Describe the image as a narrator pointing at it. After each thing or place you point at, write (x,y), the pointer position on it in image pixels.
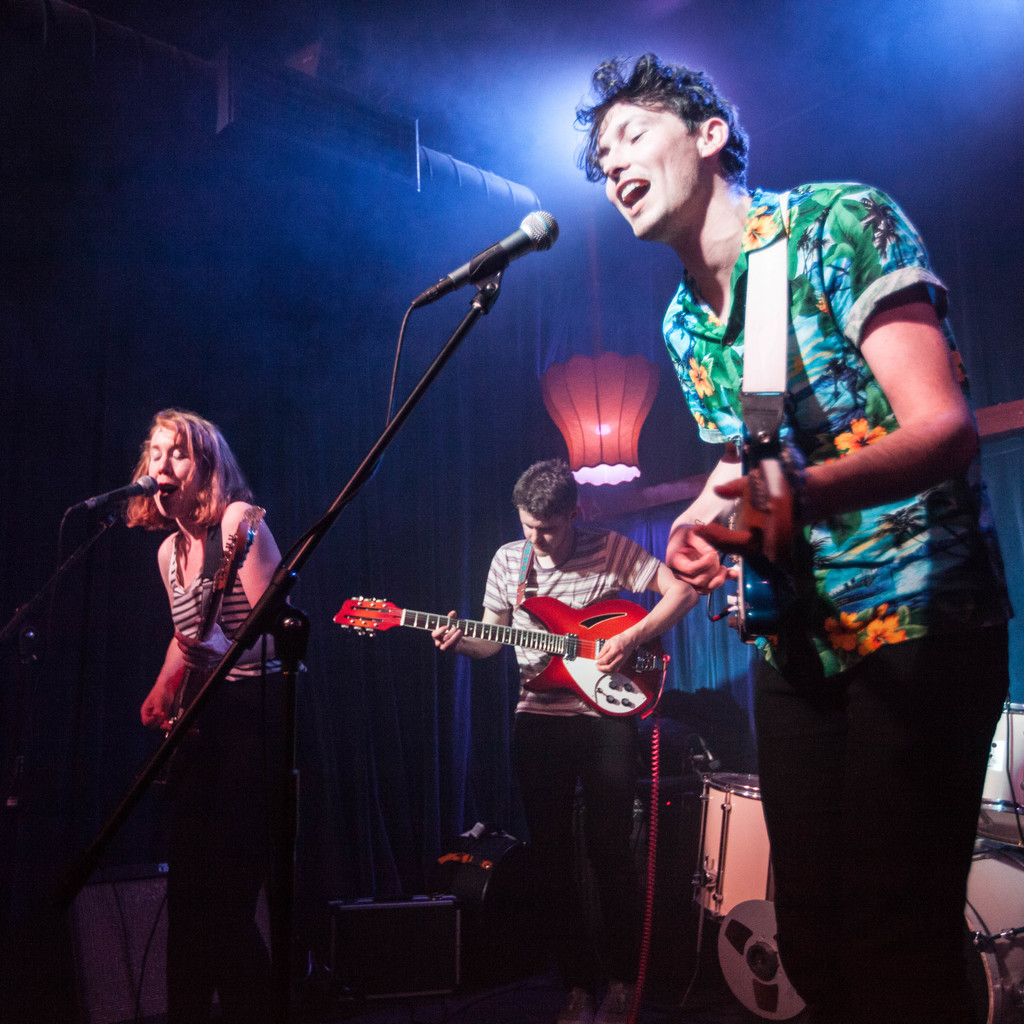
In this image I can see on the right side (813,374) a man (702,301) singing in the microphone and also playing the guitar (766,611). On the left side (183,611) there is a girl (225,645), in the middle (370,614) there is a man (675,597) playing the guitar (615,704). At the top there is a light (636,405).
